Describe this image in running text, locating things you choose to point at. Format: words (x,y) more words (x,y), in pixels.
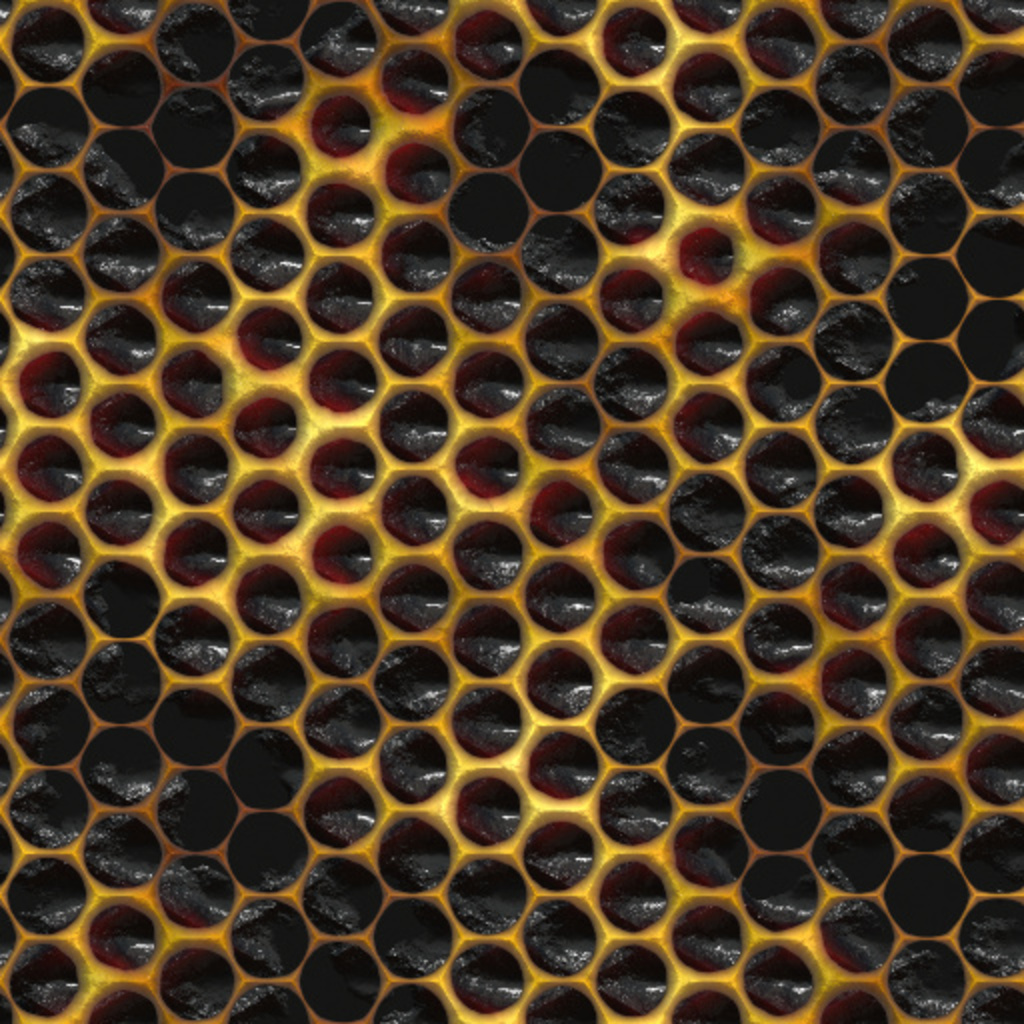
In this image we can see honeycomb (317,624).
